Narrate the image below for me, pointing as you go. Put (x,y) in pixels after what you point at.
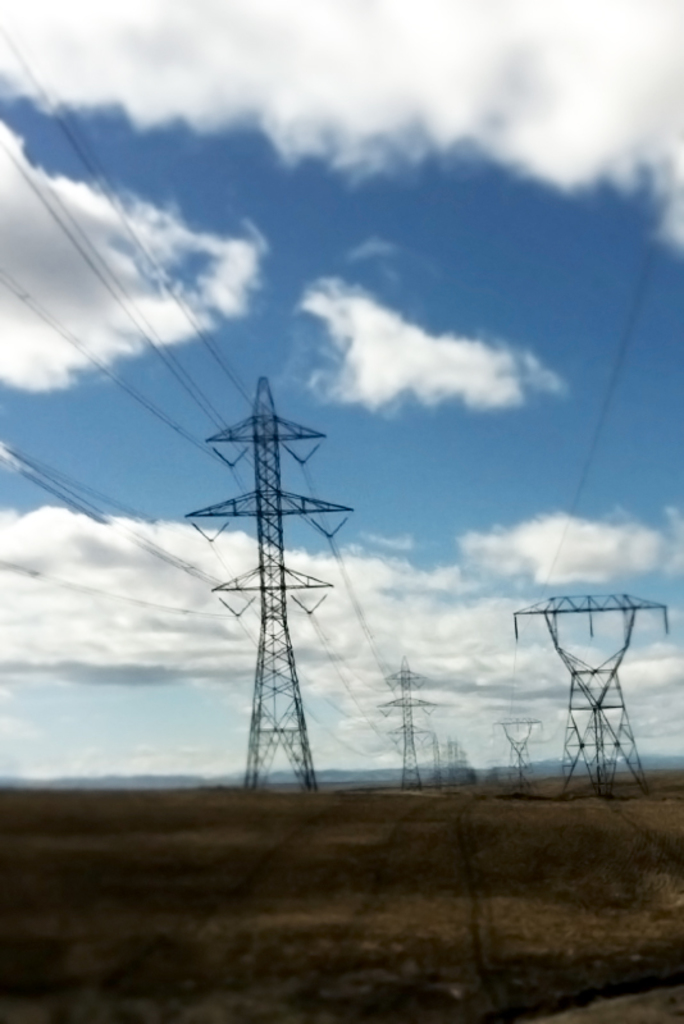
In this image we can see some towers (403,678) with the wires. We can also see the ground (341,822), hills (321,780) and the sky (336,284) which looks cloudy.
